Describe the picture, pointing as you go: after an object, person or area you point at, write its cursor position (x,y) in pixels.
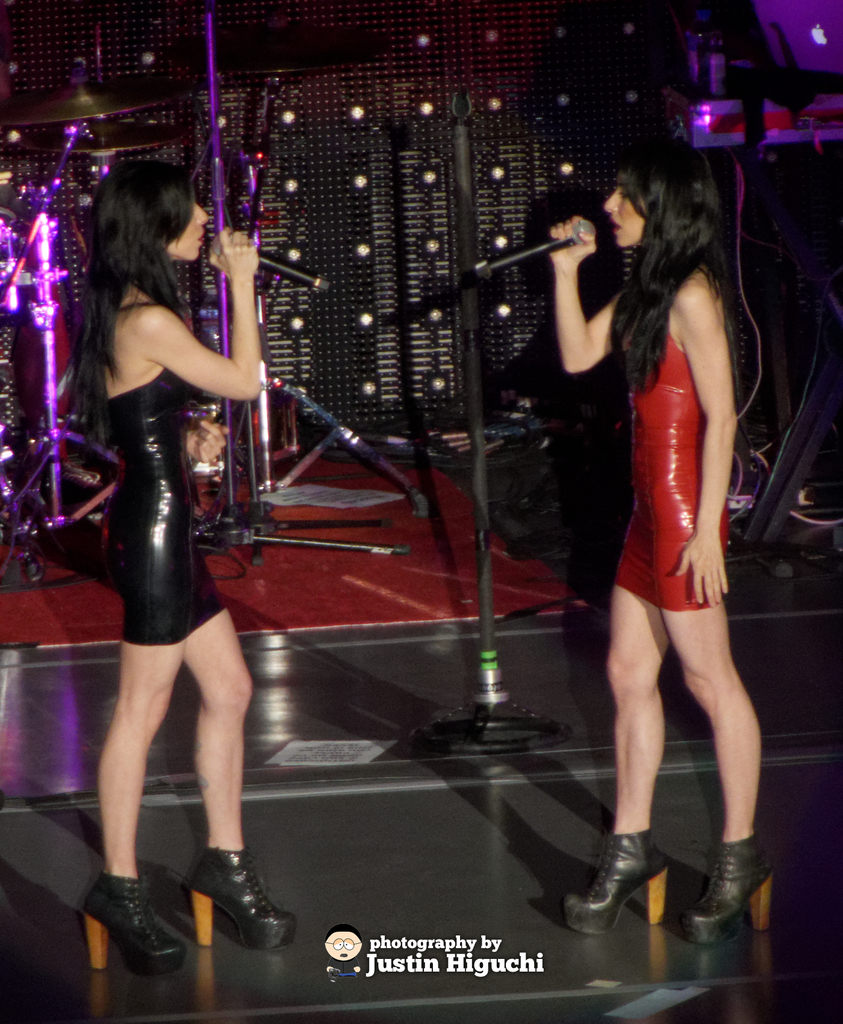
In the image two women (128,230) are standing and holding microphones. Behind them there are some poles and lights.
